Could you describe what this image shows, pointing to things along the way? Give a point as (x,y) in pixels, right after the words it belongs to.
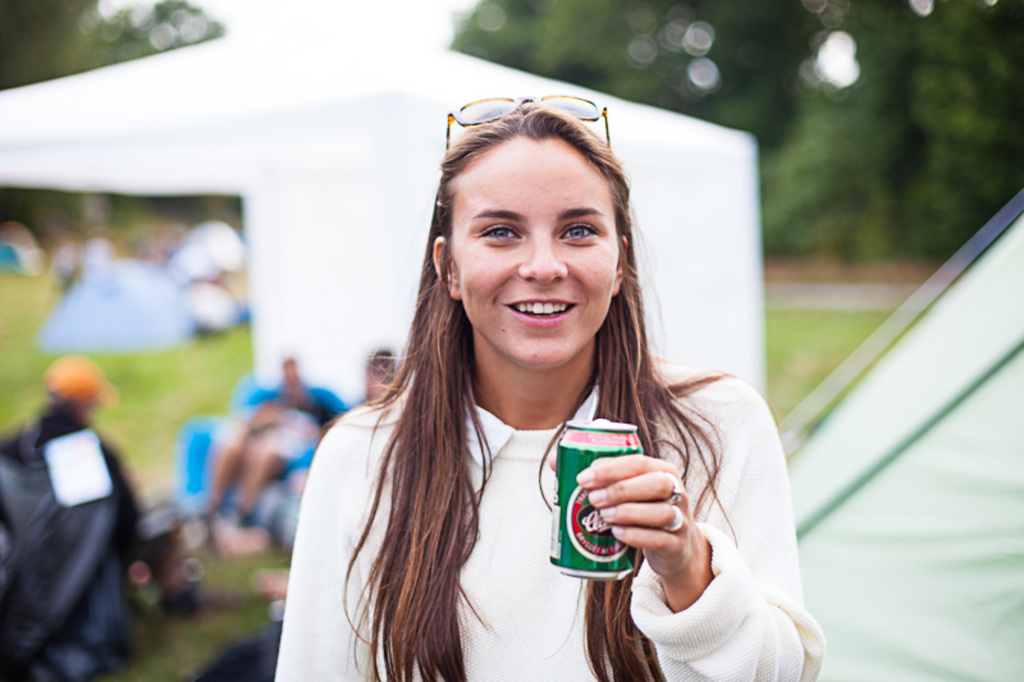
In this image there is a woman (544,483) standing. She is holding a drink can (568,458) in her hand (589,473). On her head (594,139) there are spectacles (518,106). She is smiling. Behind her there are tents (622,112) on the ground (777,308). There is grass (798,349) on the ground (224,337). There are few people (89,398) sitting on the ground (58,289). In the background (614,30) there are trees (884,172). The background (895,196) is blurry.
